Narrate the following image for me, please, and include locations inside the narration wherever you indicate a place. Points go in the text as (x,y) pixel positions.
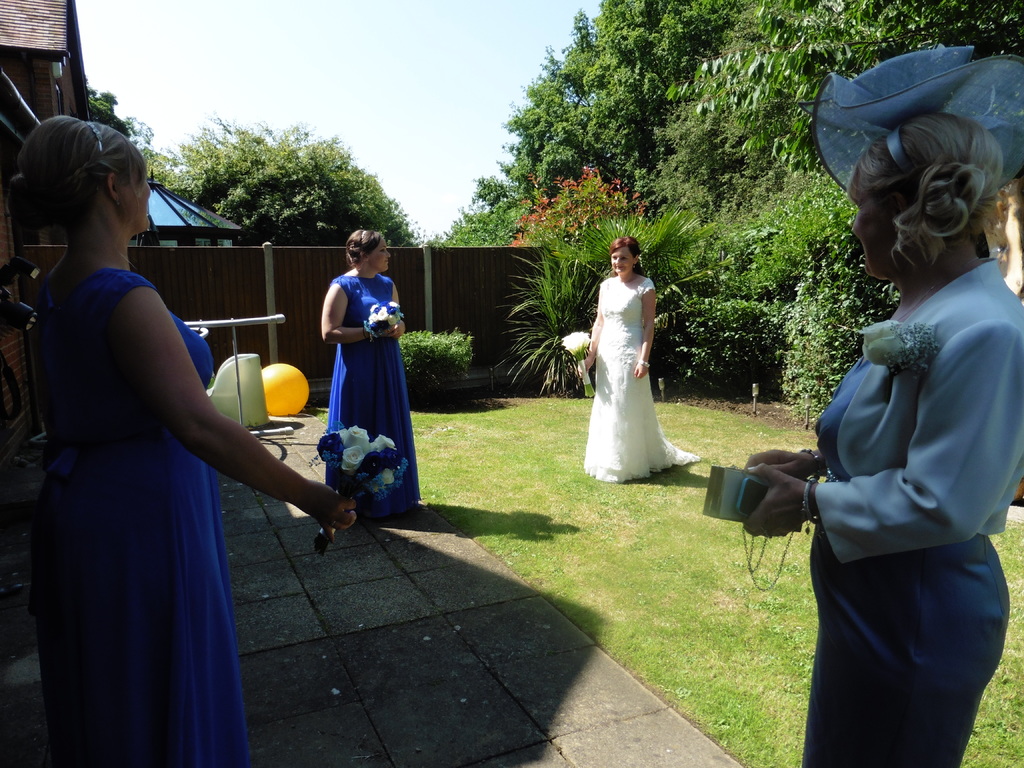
In this image there is a bride (626,442) and two other bridesmaids (256,444) standing in the backyard (509,455) of a house (61,50) by holding flower bouquets (355,445) in their hands (326,511), in the background of the image (61,50) there are trees (194,137) and a house (63,88).
